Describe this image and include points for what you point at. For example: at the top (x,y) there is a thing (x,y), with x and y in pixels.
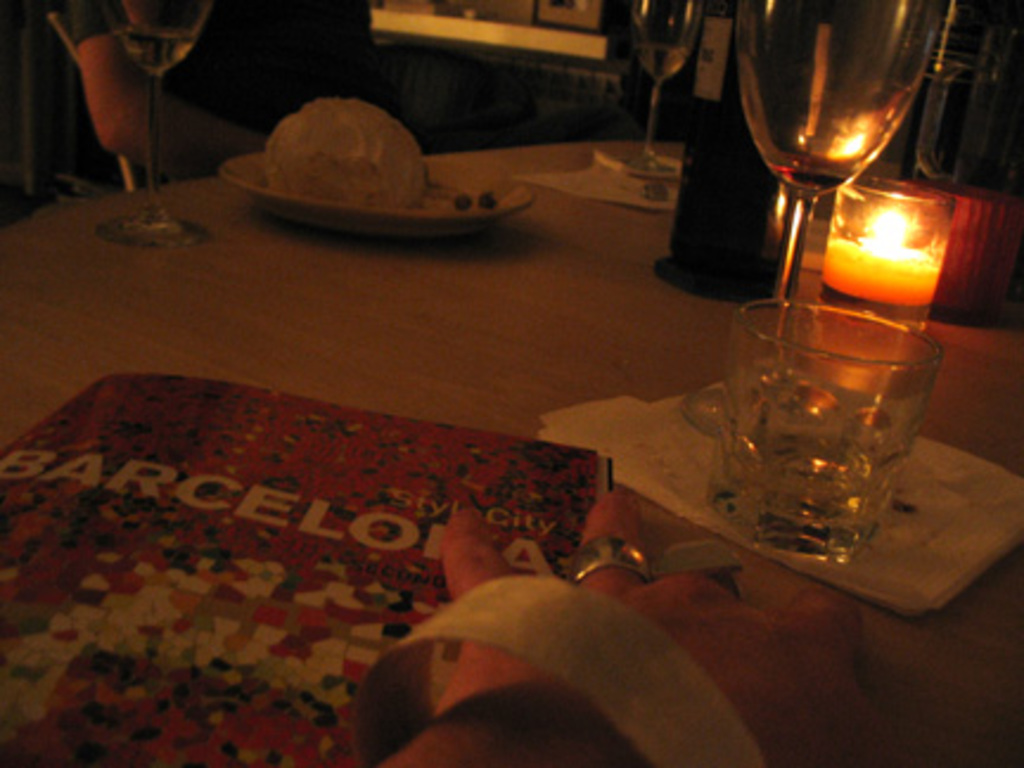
On a table (349,276), there is a food item (390,129), a candle (850,212), bottles (720,190) and glasses (806,343) and a book (215,547) are kept and beside the book (288,563) there is a hand (671,624) of a person (687,662).
